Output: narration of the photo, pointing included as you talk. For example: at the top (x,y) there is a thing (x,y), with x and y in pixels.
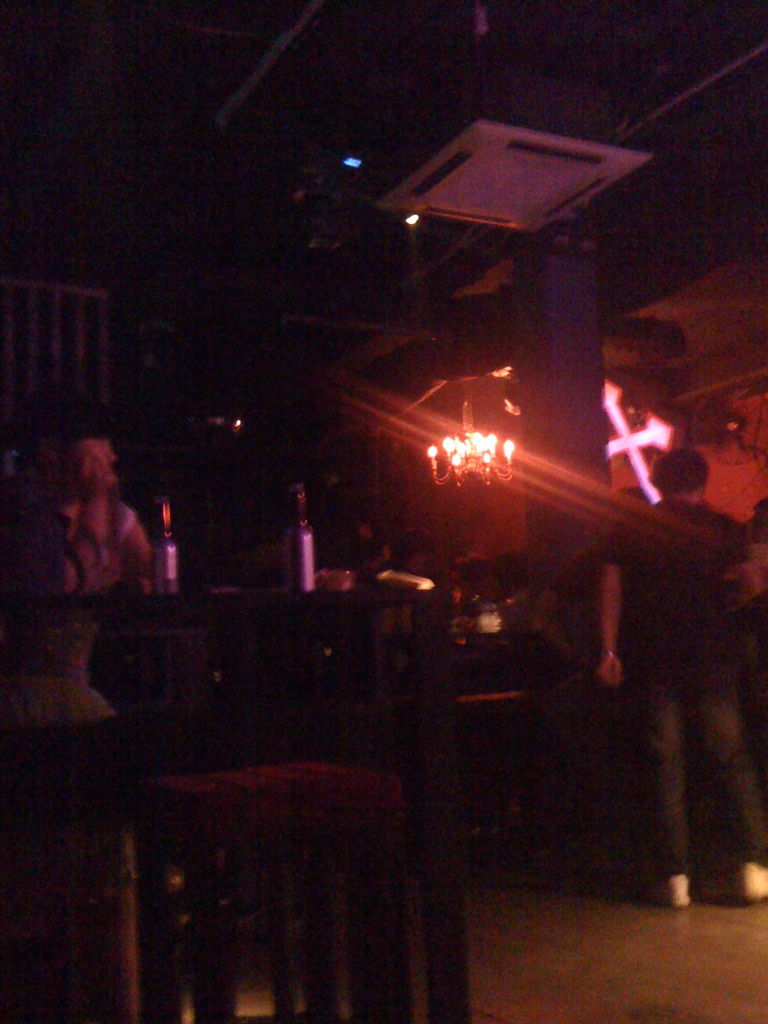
In this picture I can see group of people (728,744), there are bottles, chairs (128,881), there is a holy cross (651,496), there is a chandelier (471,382) and a cassette air conditioner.
